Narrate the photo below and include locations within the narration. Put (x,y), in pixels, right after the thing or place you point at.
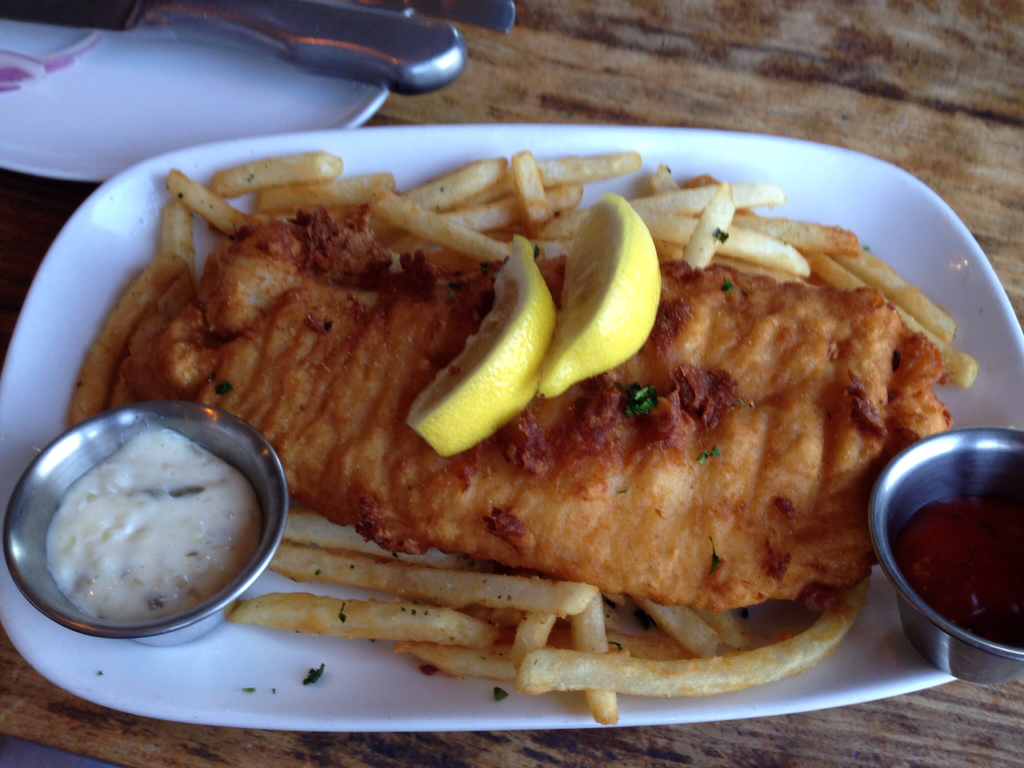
In the image there is some cooked food item (417,394) served on a plate (86,643) with two different sauces (934,572), there are two lemon slices (599,339) kept upon the food item (600,407) and the plate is kept on a wooden table (880,65).
